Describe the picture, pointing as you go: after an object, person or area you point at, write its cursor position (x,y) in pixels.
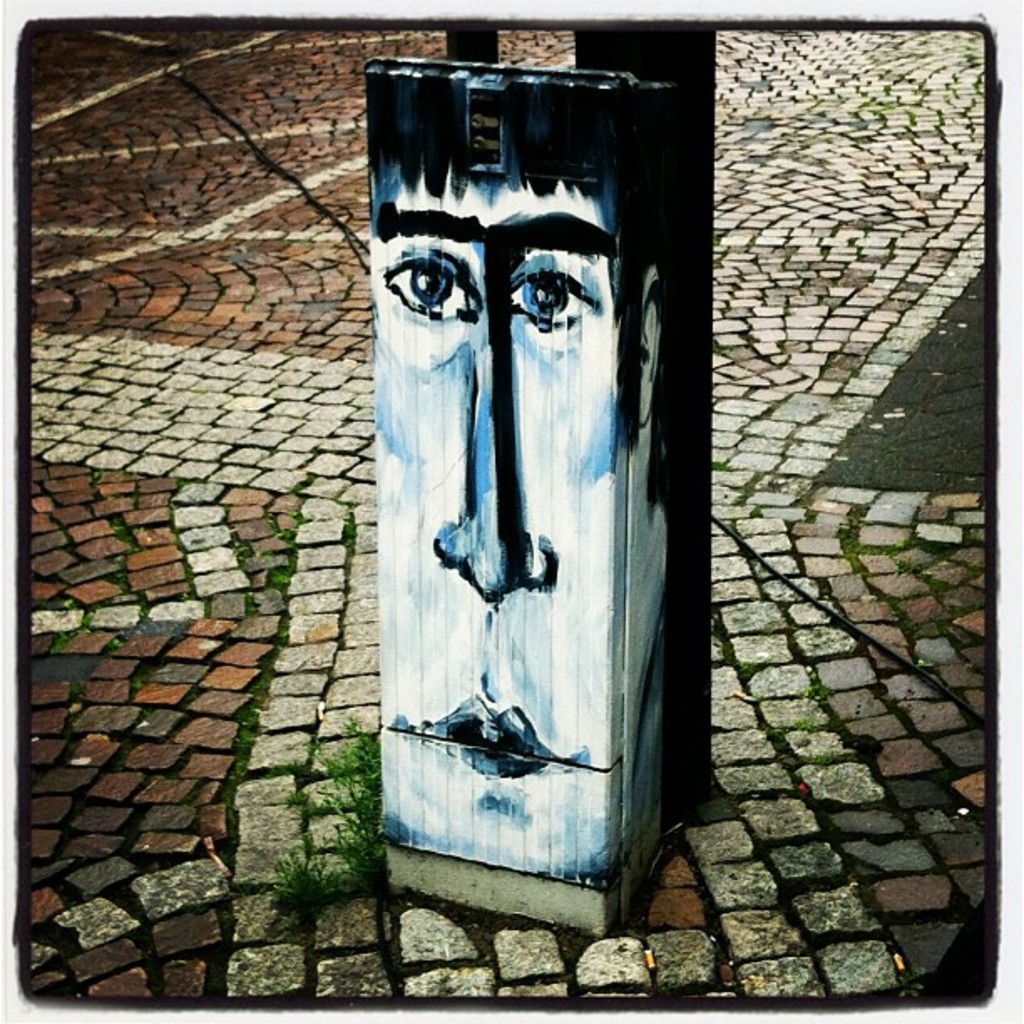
In this image there is ground (330,829), there is a plant (356,795) on the ground (242,758), there is a wooden object (502,392), there is a painting (515,584) of a face (515,480) on the wooden object (445,476).
